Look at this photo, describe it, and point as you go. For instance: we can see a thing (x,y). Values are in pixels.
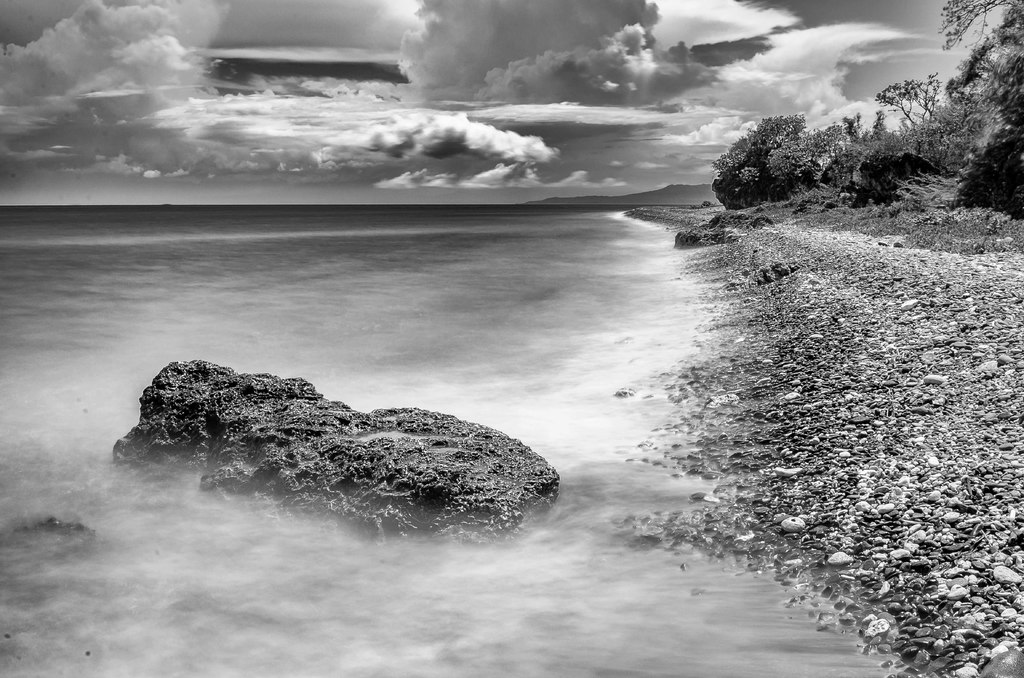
In this picture we can see water (399,386), few stones (802,396), trees (839,177) and clouds (406,170), and it is a black and white photography.
